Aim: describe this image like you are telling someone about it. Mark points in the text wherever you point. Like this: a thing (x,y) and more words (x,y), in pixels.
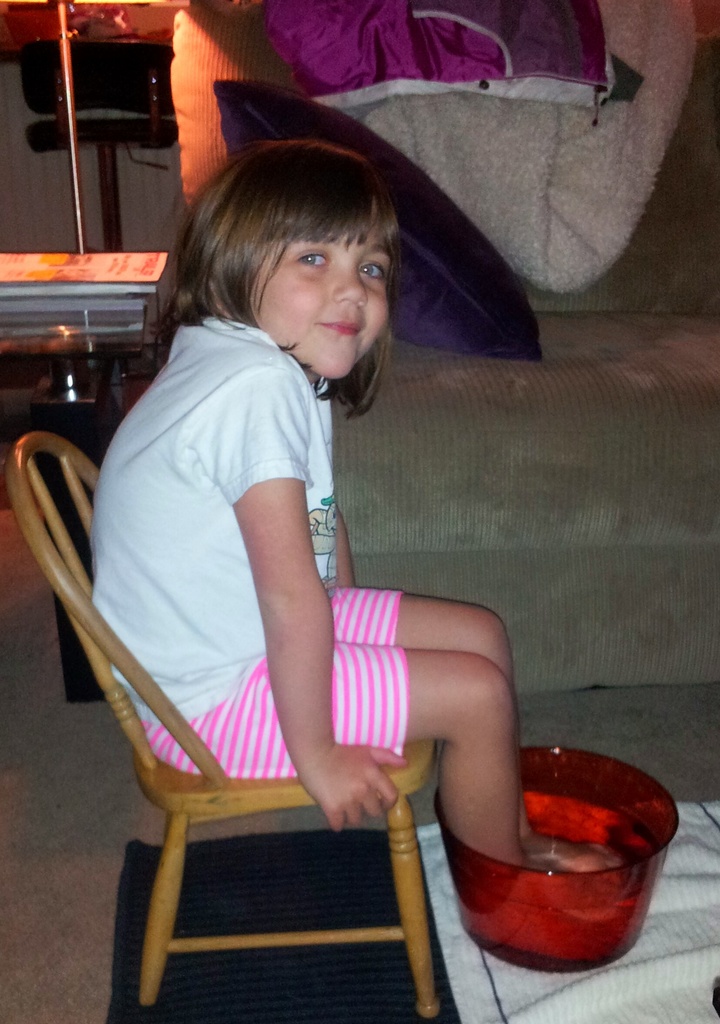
There is a kid (289,692) sitting on a chair (147,768) placed his legs (511,794) in bucket (586,893) of water (634,824) which is on a towel (702,954). There is a sofa (704,336) beside him and thick blankets (543,143) on it with cushion pillow (412,209). There is a bar chair (133,95) and a pole (71,99), light rays (179,73) are falling on the sofa (179,97). There is a table (86,352) on the left side (55,367) on which some books (103,291) are placed on it.
